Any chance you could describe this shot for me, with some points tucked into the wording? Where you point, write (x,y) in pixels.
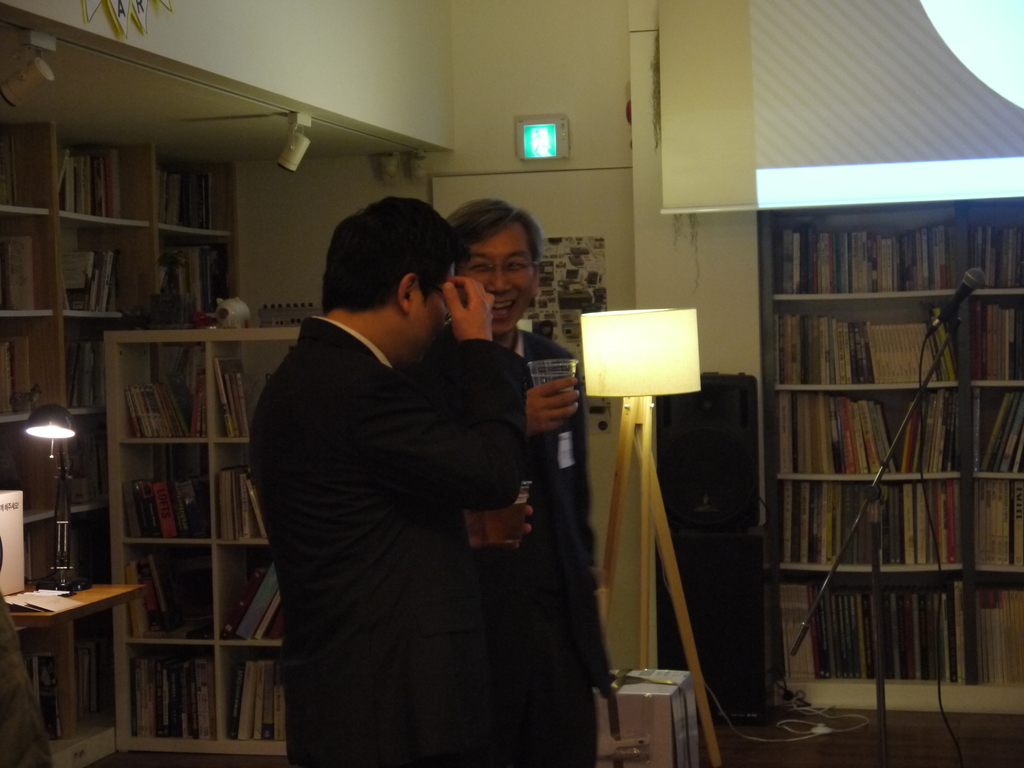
In this picture i can see two people (449,400) standing in the center of the picture (452,365) and I can see so many books (841,403) and bookshelves (844,389). At the top of the picture (478,58) there is a wall (407,45) at the right hand side of the picture (957,313) there is a mike (973,286) and there is a lamp (640,341) just besides the person (532,378) and at the left hand side (67,450) there is a lamp (55,453) again.
